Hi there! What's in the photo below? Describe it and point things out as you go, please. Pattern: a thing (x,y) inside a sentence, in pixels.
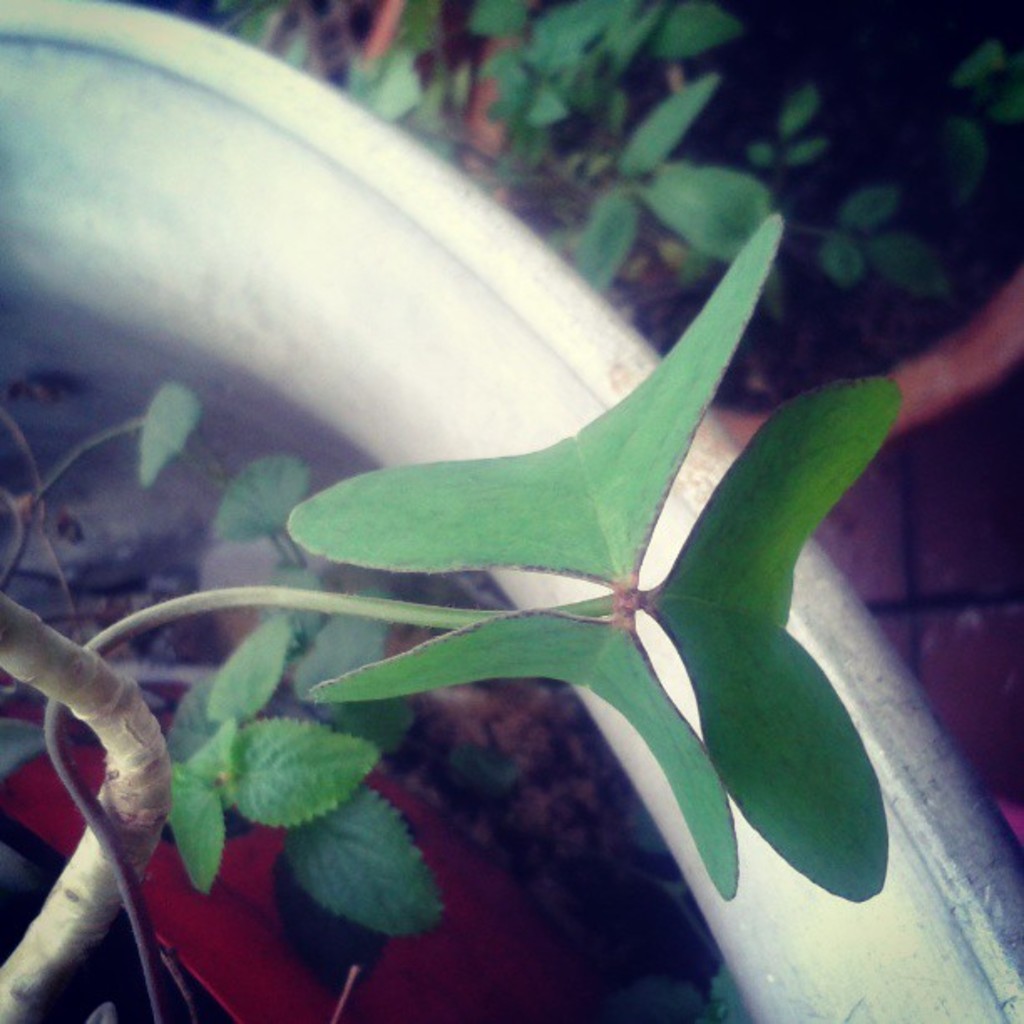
In this image there are plants (106,792), there is an object (671,537) that looks like a tub (329,214), there is a red color object (475,954) towards the bottom of the image (214,913).
